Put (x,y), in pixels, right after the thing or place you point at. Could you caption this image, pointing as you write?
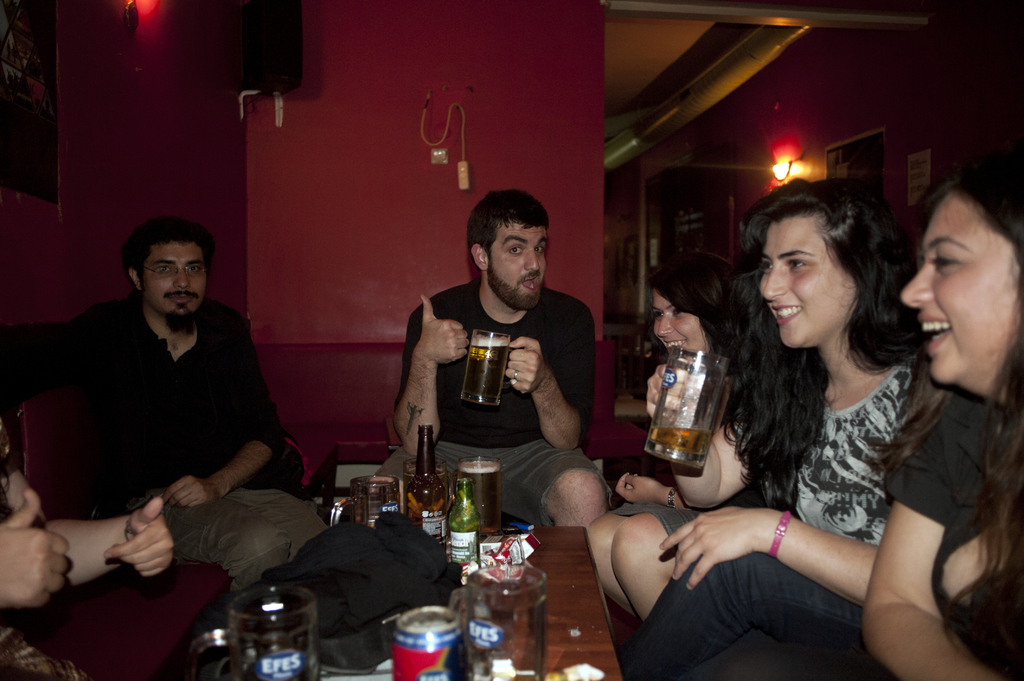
There are many persons (527,382) sitting. In front (558,612) them there is a table (558,596). On the table (585,602) there are bottle (420,464), glasses (381,510) and cans (419,615). A man (492,415) wearing a black t shirt (473,417) is holding a glass (493,358). In the background (514,136) there is a red wall (417,121). And a light (772,170) is in the background (787,151).
